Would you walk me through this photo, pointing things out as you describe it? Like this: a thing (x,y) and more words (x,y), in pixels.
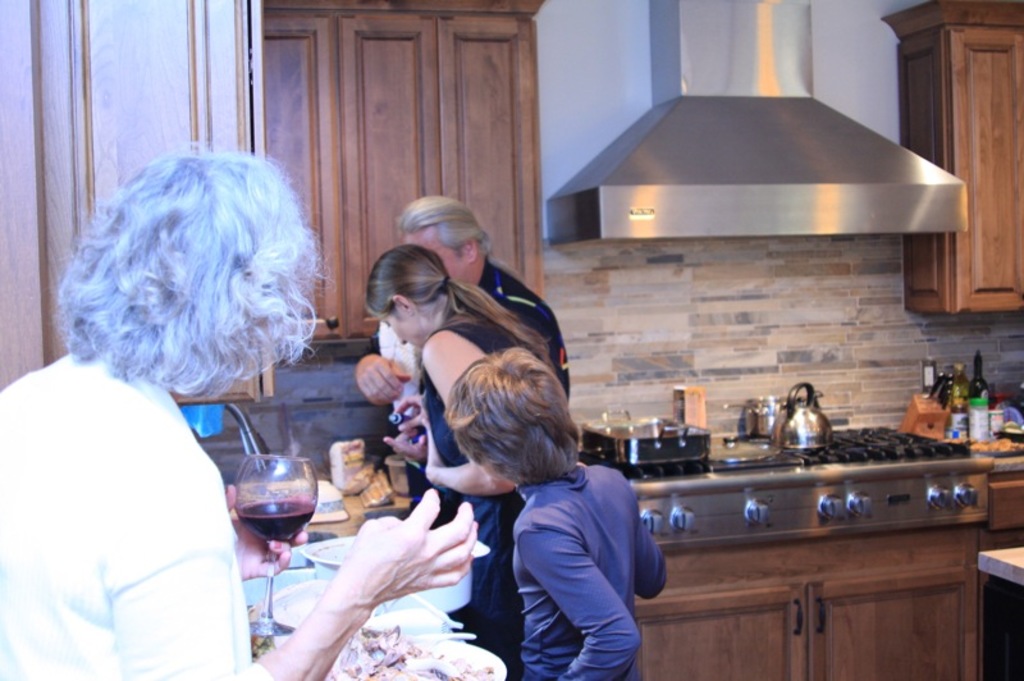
This picture seems to be clicked inside the kitchen (940,433). On the left corner (91,453) we can see a person (130,525) holding a glass of drink (281,505) and we can see the group of persons (485,405) standing and seems to be doing some work and we can see the kitchen platform (353,523) on the top of which platters (288,591), stove (893,475), kettle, bottle (957,401), knife stand (914,419), a utensil (679,445) and many other objects (647,439) are placed. In the background (600,127) we can see the wall (569,78), wooden cabinets (477,64) and a chimney (657,184) and some other objects (1022,598).
